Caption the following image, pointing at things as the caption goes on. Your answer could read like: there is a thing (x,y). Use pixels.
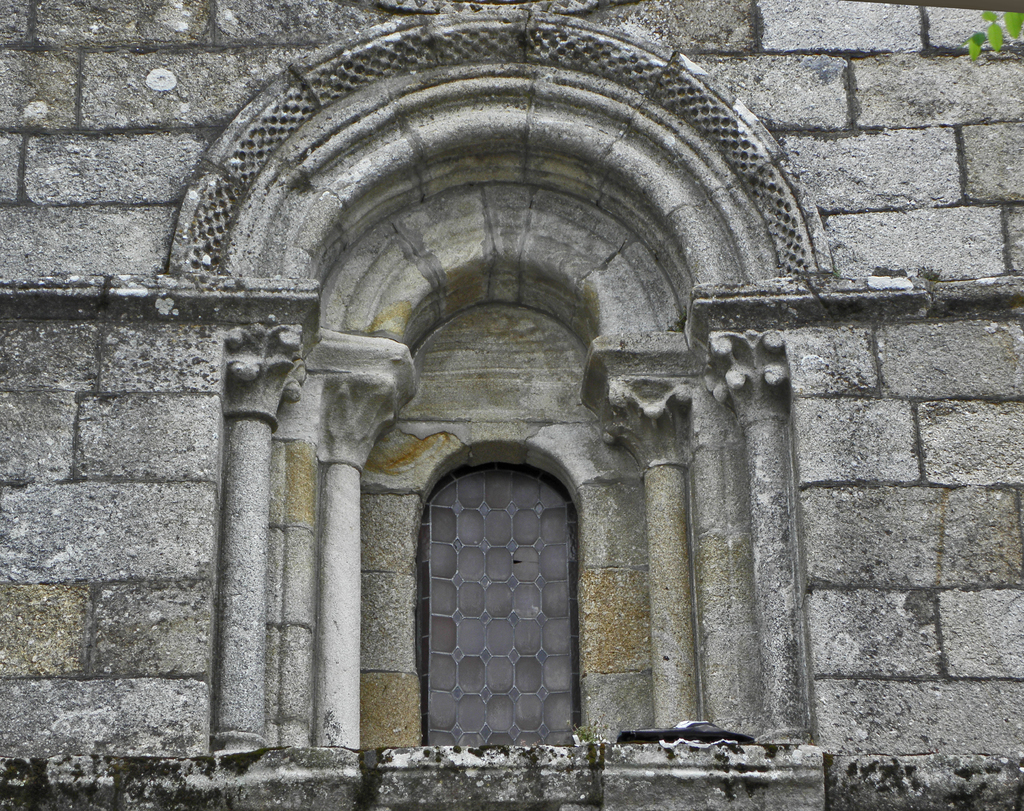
In this picture there is a wall (305,317) and in the center (443,478) there is a window (500,582). On the top right (977,44) there are leaves (988,33).
